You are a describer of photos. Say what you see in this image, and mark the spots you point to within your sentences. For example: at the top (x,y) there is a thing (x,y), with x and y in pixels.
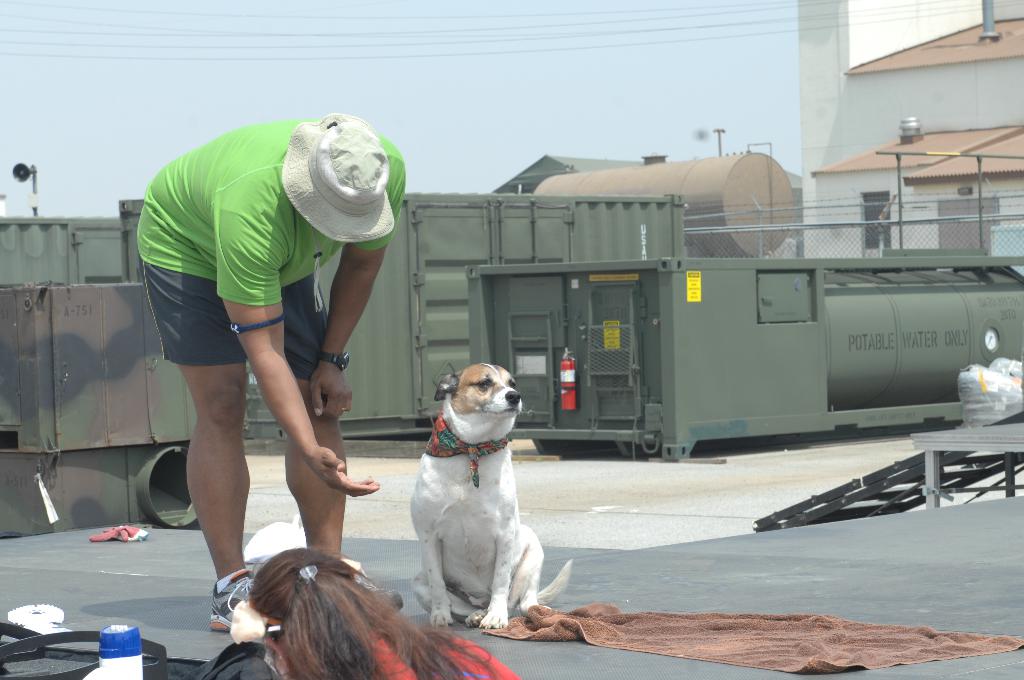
There is a person (327,221) in light green color t-shirt (262,130), bending on a floor (204,607) near a dog (455,387) which is sitting on the same floor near a brown color towel (536,607) which is on the floor (522,661). In front of them, there is a person (317,613) near a white bottle (128,643). In the background (998,18), there are containers (775,294), a tank (701,165), buildings (826,157) which are having roofs (899,66), electrical lines (178,43) and there is blue sky (477,91).
